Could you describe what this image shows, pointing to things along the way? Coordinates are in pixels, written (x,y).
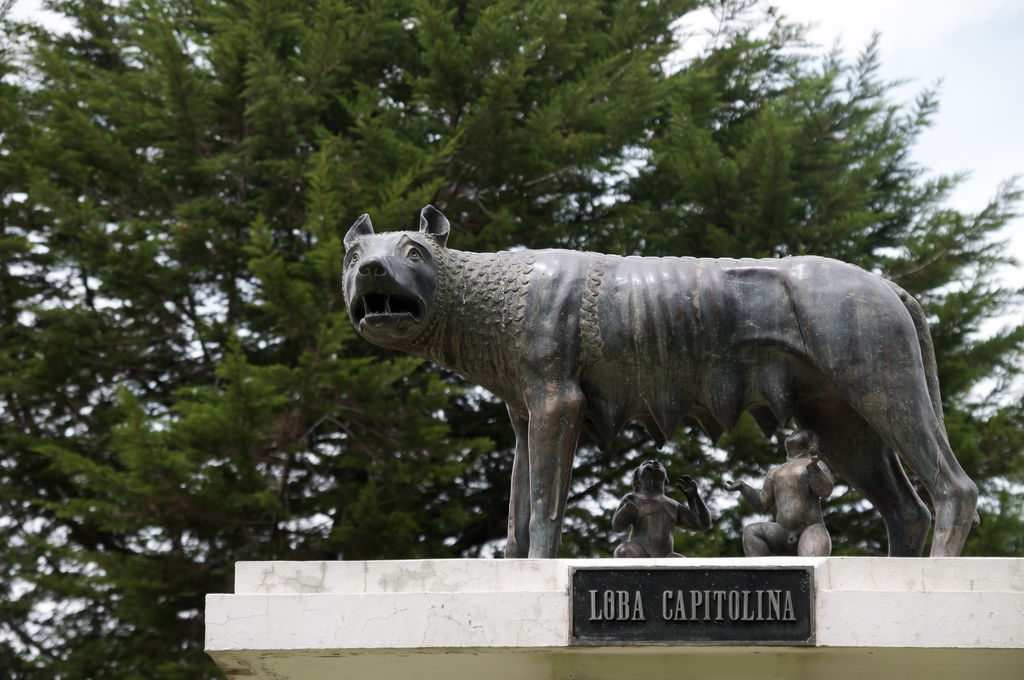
Here in this picture we can see statues (587,332) present over a place and in the front (629,594) we can see a name board (802,579) also present and behind that we can see trees (461,473) present and we can see clouds (947,100) in the sky (936,63).
